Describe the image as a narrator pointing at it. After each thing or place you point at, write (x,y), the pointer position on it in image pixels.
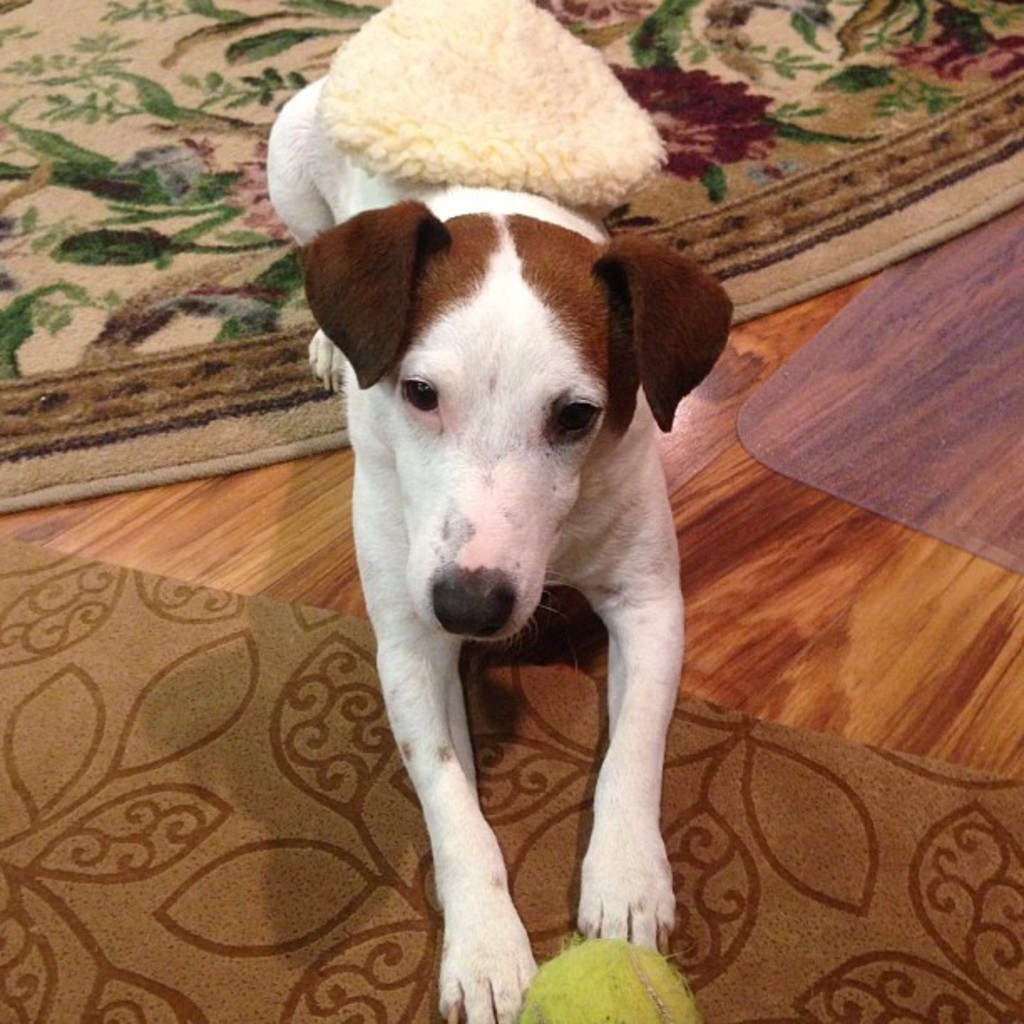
In this picture we can see a dog (498,579) laying here, at the bottom (849,900) there are mats (849,931), we can see a wooden surface (848,619) here.
